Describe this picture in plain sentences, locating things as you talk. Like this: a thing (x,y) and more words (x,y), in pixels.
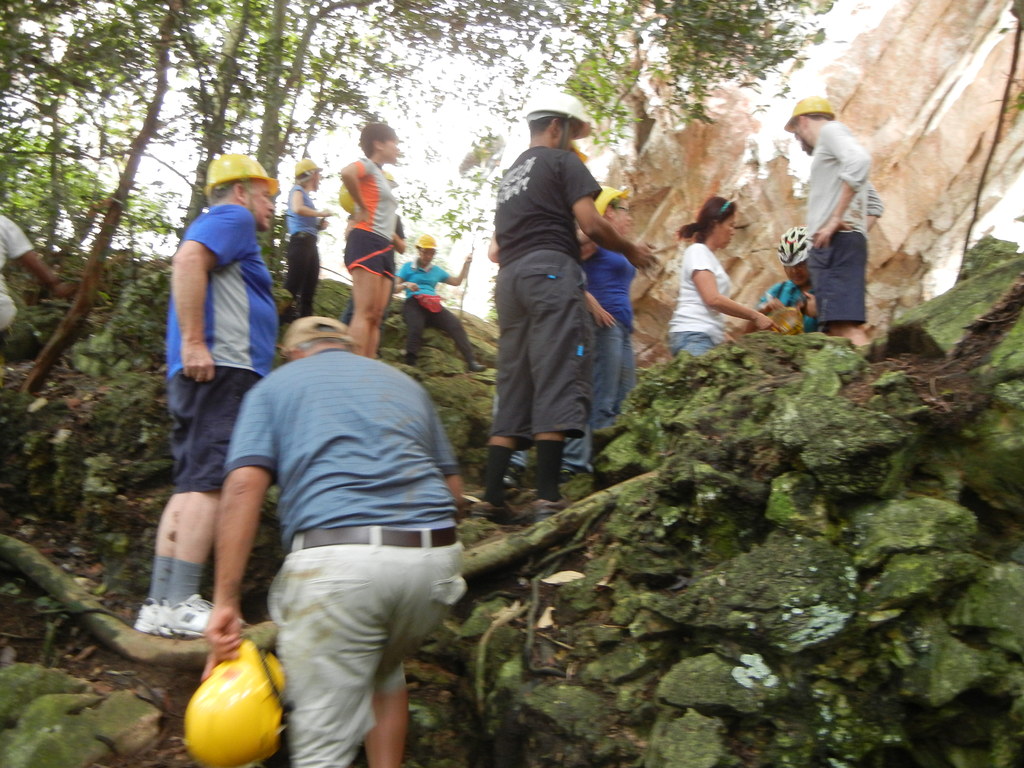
Few people (226,238) are standing and this person (286,492) walking and holding a helmet (209,727) and we can see rocks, trees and sky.
